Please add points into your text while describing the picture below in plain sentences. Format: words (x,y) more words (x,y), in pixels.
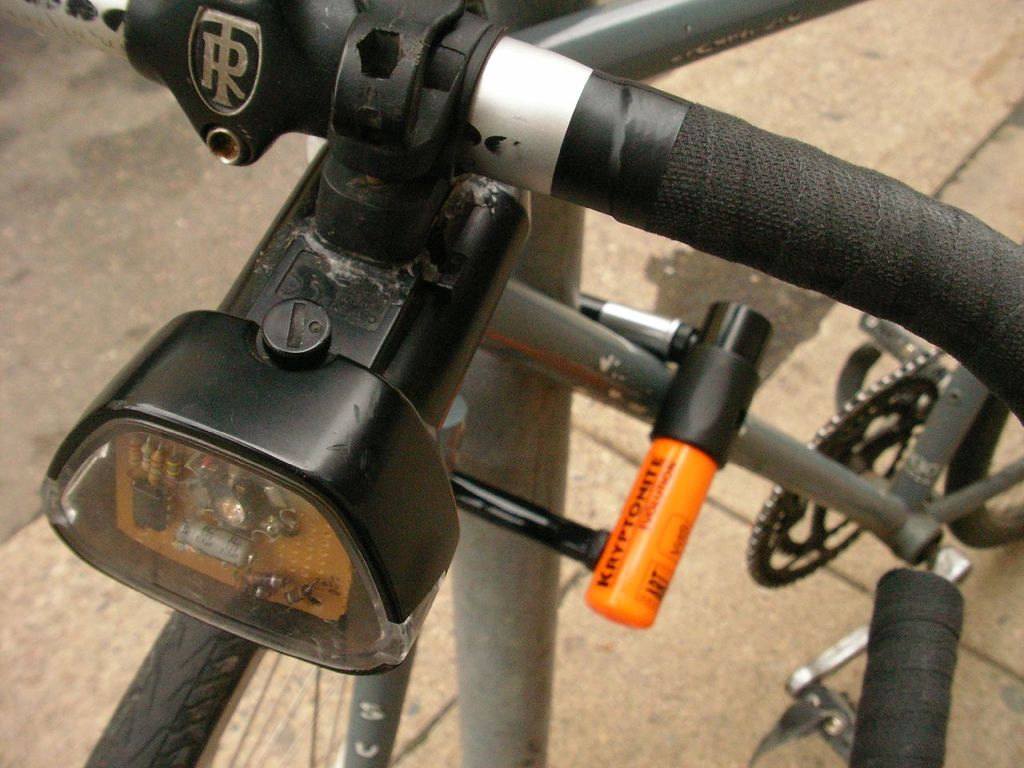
In this image in the front (410,275) there is a bicycle (450,394).
